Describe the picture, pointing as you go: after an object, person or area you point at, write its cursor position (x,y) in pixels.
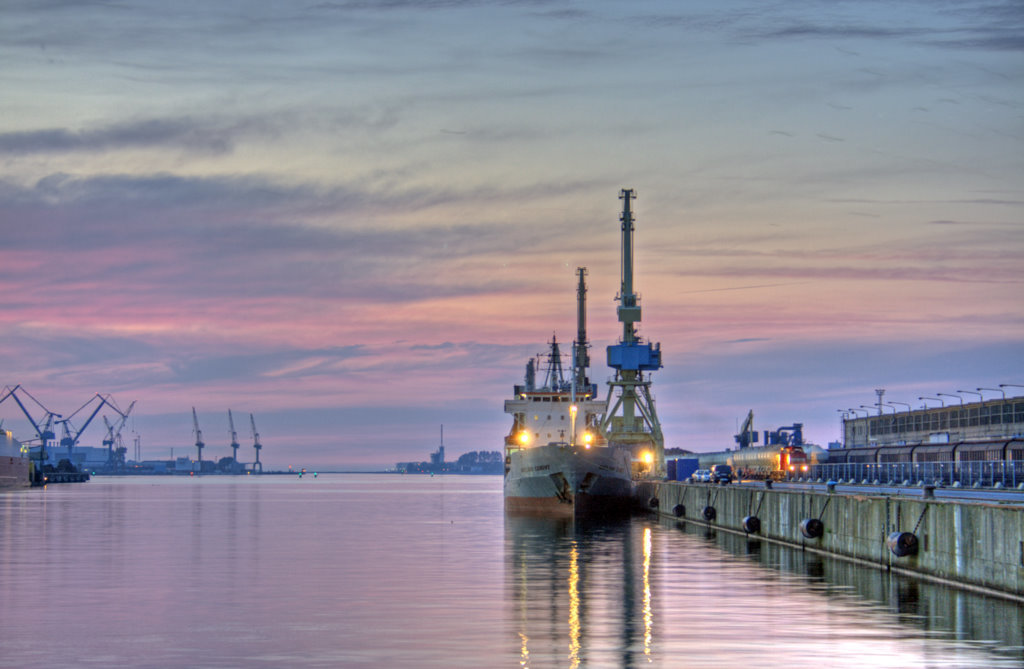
In this picture there is a ship (579,490) on the water (514,668). On the right side of the image (724,478) there is a building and there are poles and there are vehicles (987,445) on the road (960,495). On the left side of the image (34,462) there are buildings (88,463) and cranes (44,460). At the back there are buildings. At the top (582,222) there is sky (364,213) and there clouds (387,217). At the bottom (351,560) there is water (446,531).
